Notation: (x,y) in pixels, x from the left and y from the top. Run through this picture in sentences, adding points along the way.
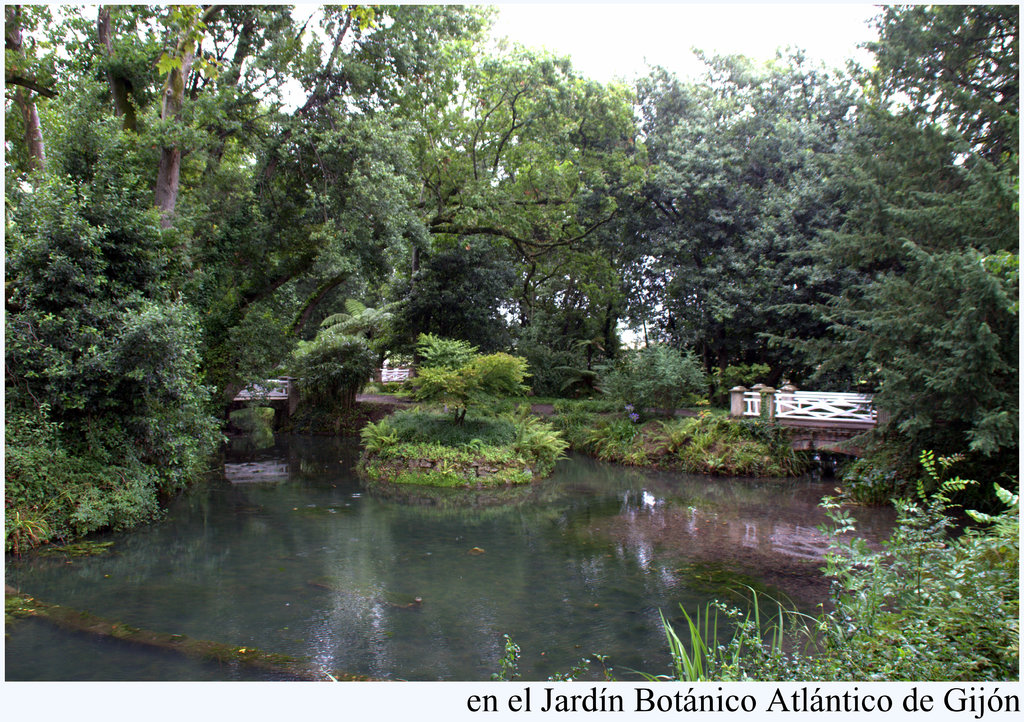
In this image we can see the trees (357,305), plants (629,415), grass (462,428) and also the bridges (836,427). We can also see the water (536,568) and also the sky (640,56). At the bottom (605,702) we can see the text (754,703).
